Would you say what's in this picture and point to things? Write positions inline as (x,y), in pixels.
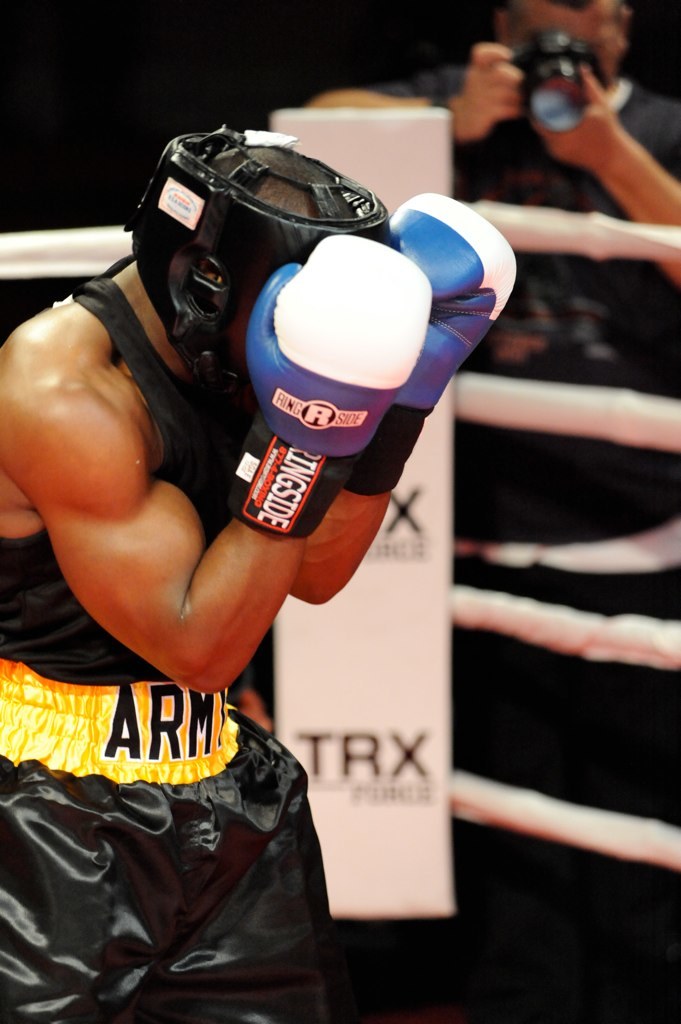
In this image I can see the person (127,663) with black color dress (111,656), helmet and the gloves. To the side I can see one more person (487,91) with the camera (525,97). And there is a black background (38,84).
